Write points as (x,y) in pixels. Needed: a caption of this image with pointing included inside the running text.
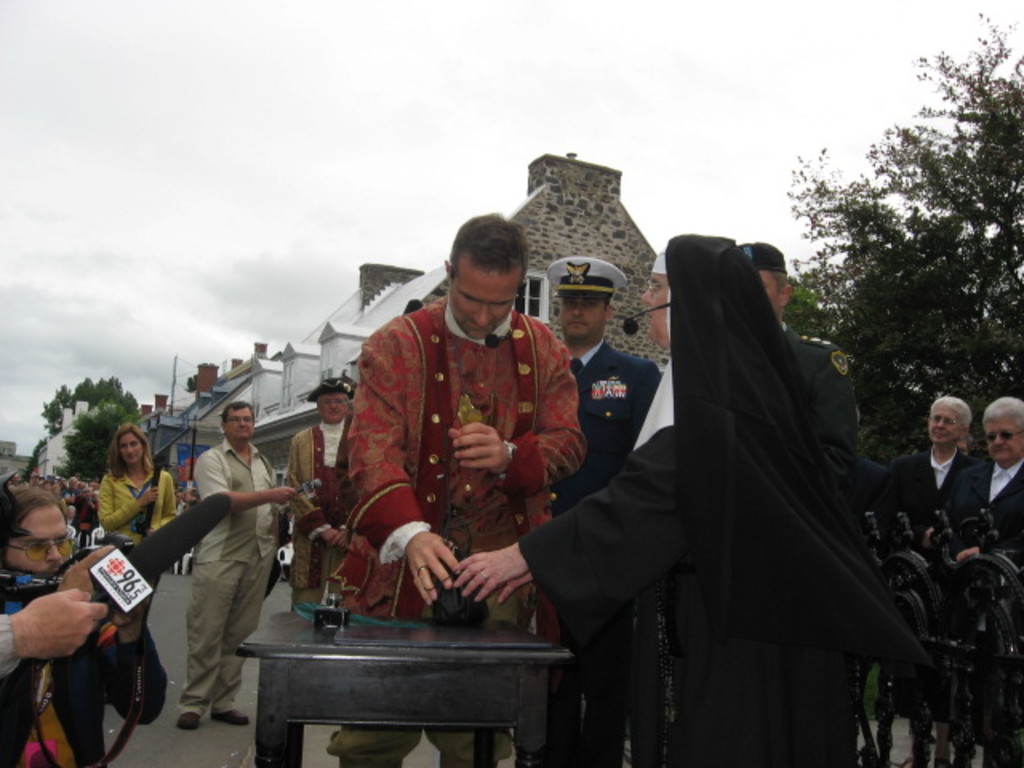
Many people (619,470) are standing. This person (48,557) is holding a camera (45,575) and the other person (61,629) is holding a mic (136,574). On a table (449,676) there is a bottle (342,615). Far there are buildings (523,285) with roof top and window (542,313). Far there are trees (95,406). Sky (170,183) is cloudy. Fence (1021,693) is in black color. This woman (732,581) wore black dress (696,690) and mic (650,313).
